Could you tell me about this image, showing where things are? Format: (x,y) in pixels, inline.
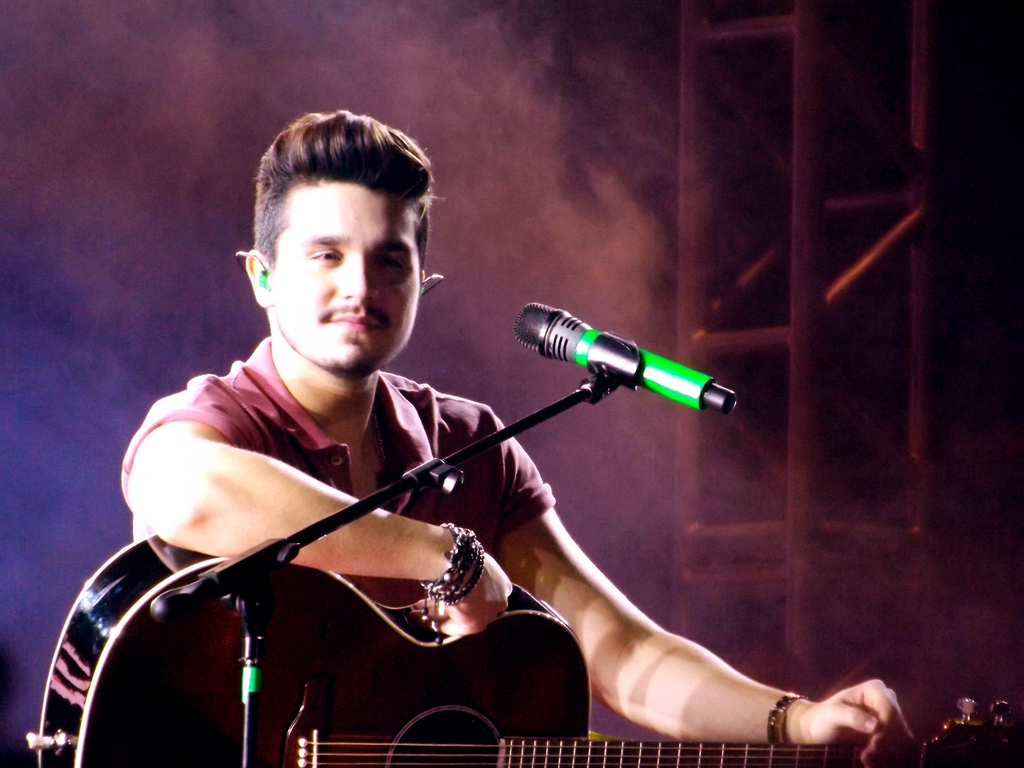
This person (370,486) sitting and holding guitar (407,669). There is a microphone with stand (256,571). On the background (637,115) we can see smoke (547,273), rod (799,290).
